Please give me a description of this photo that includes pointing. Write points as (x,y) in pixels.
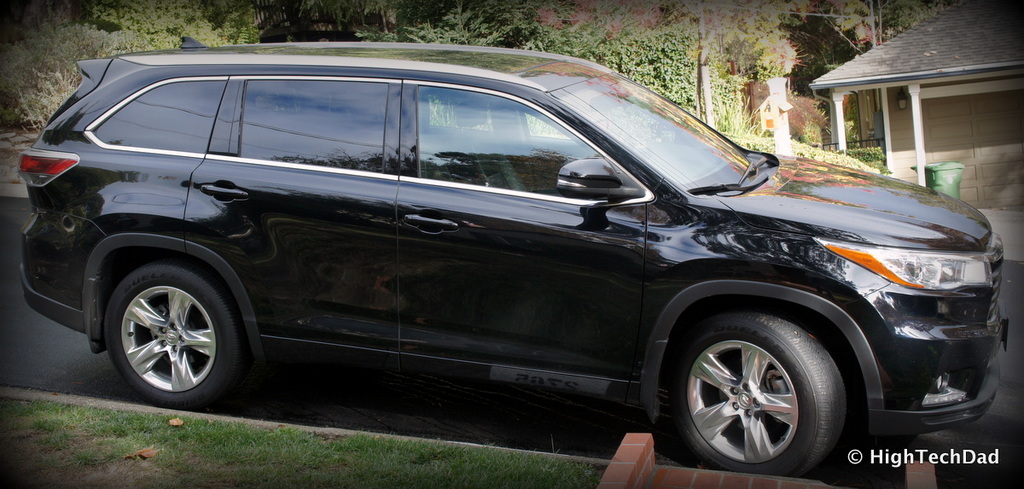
In this picture there is a black color car (498,219) in the center of the image (482,257) and there is a hut (1005,12) in the top right side of the image (1003,25), there are trees (523,42) in the background area of the image (496,27).
